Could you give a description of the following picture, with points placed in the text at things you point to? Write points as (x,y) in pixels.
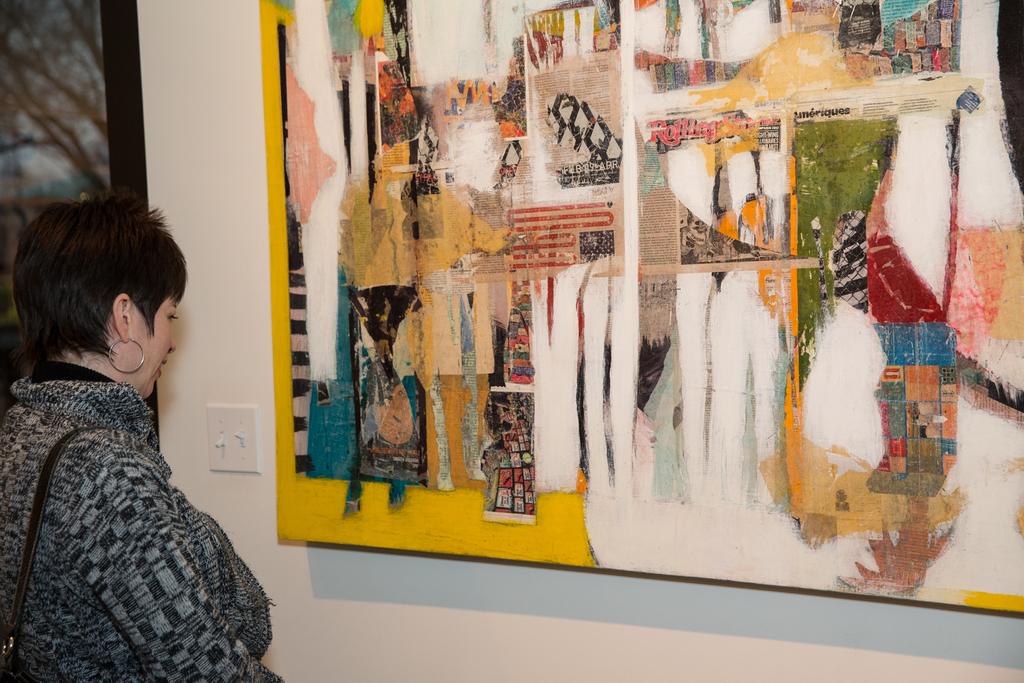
There is a woman (176,250) standing and we can see strap (28,546), in front of her we can see painting boards (506,333) and switch board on the wall (203,239).
